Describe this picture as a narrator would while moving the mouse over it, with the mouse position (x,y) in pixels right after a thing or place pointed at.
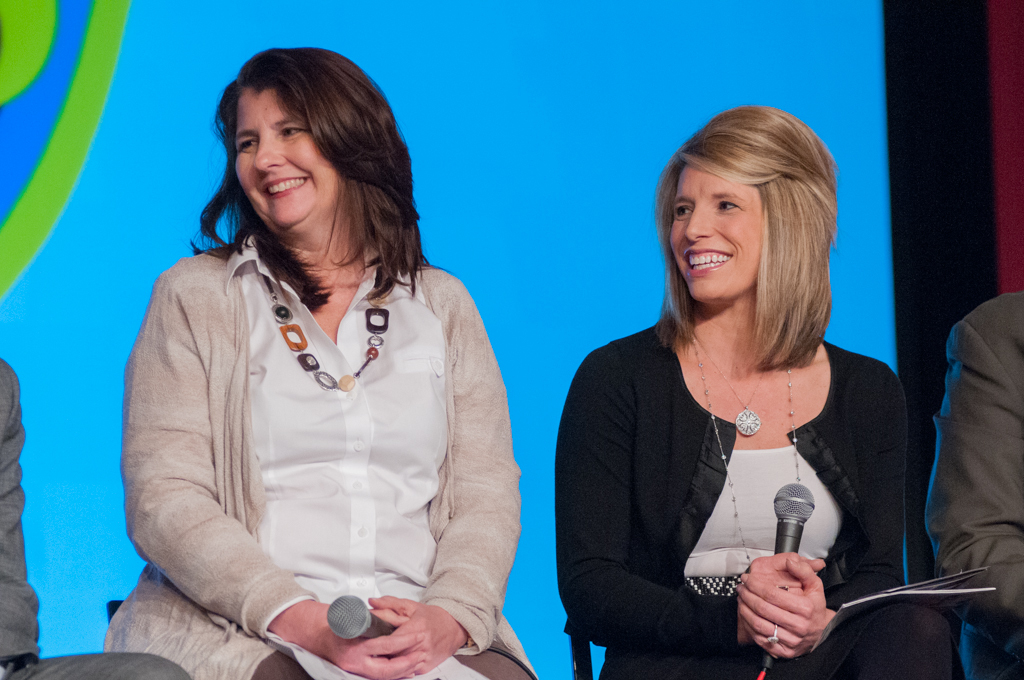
This picture describes about few people (1014,469), in the middle of the given image two women (394,526) are seated on the chair (584,667), and they are holding microphone (781,521) in their hands (415,657).
